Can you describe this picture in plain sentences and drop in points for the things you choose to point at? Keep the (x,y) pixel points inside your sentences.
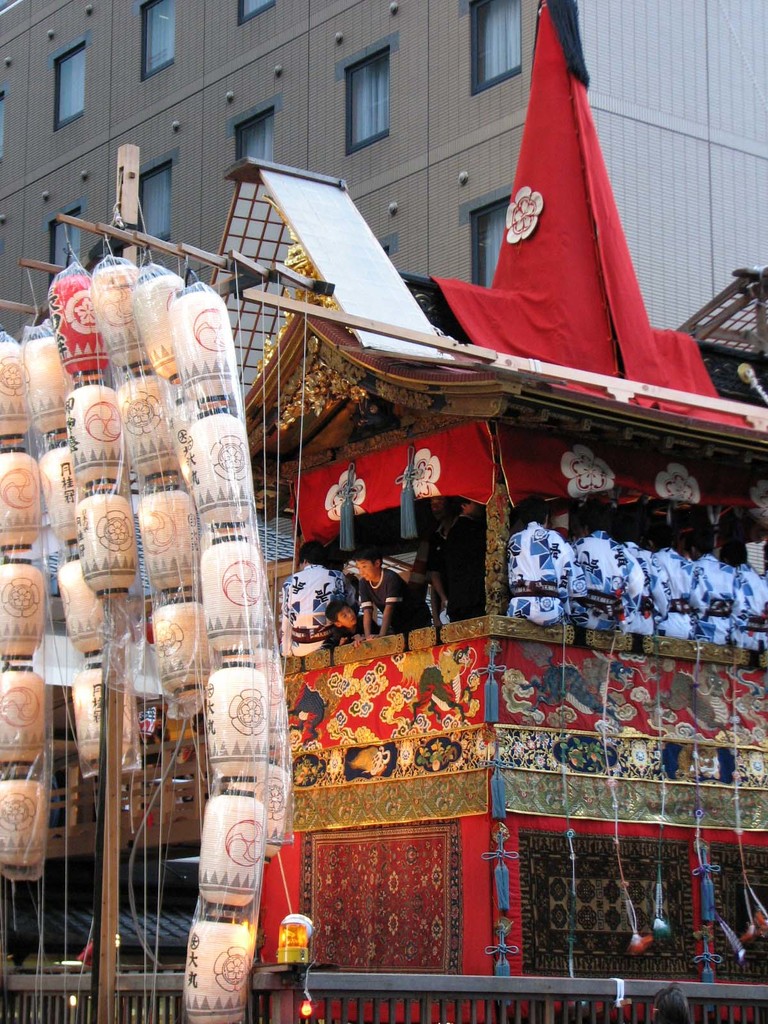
In this image I can see some objects (152,537). To the side I can see the shed (335,690) and few people (363,612) inside the shed (498,645). In-front of the shed (378,691) I can see the railing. In the background (255,53) I can see the building (258,39) with windows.
